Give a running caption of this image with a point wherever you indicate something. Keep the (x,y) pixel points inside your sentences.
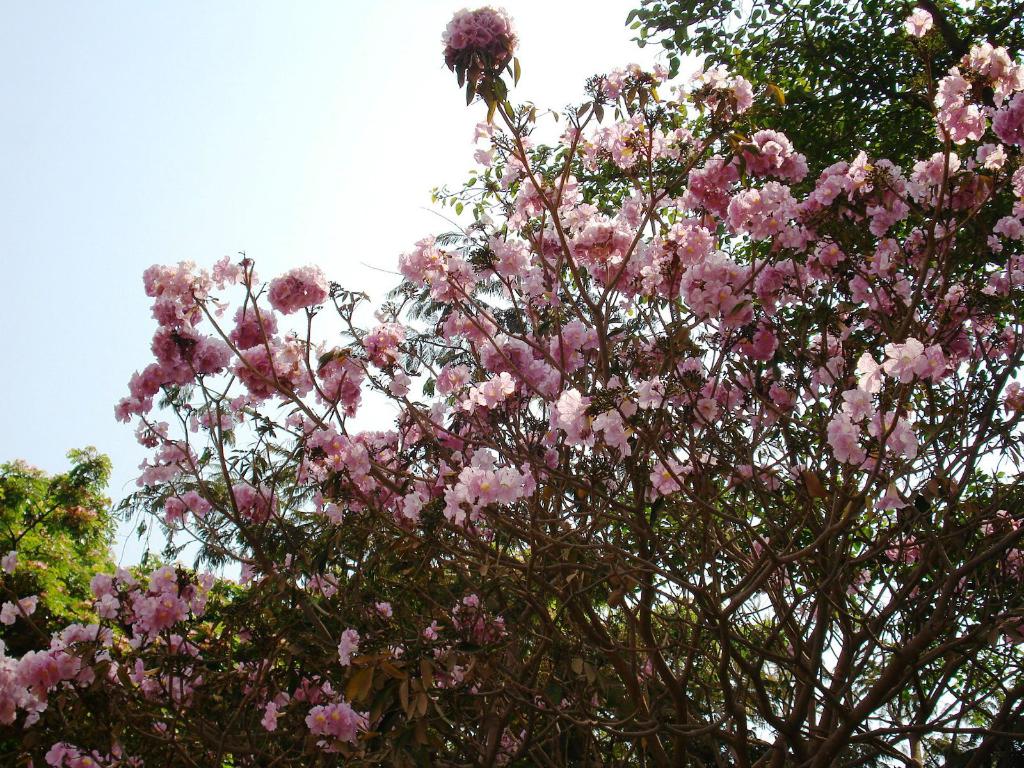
In this image I see the trees (612,501) and I see the flowers (923,189) over here which are of pink in color. In the background (228,43) I see the sky (258,122).
